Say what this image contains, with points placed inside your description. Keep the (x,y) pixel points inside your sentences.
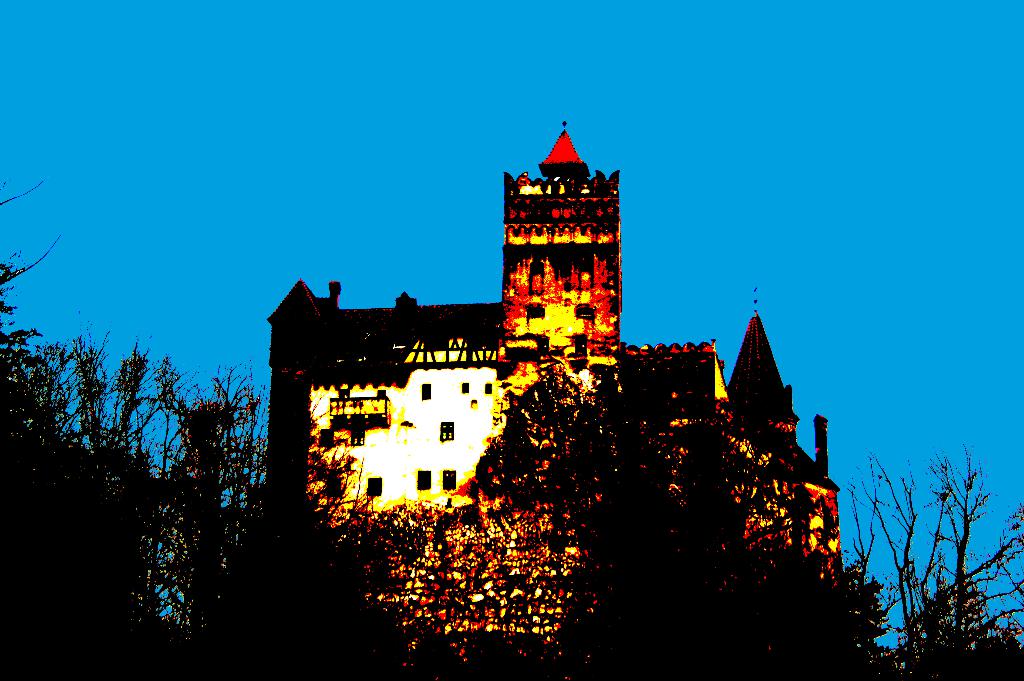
In the picture I can see trees (14,540) and the castle (493,433) in the dark and the blue color sky (629,262) in the background (396,165).
